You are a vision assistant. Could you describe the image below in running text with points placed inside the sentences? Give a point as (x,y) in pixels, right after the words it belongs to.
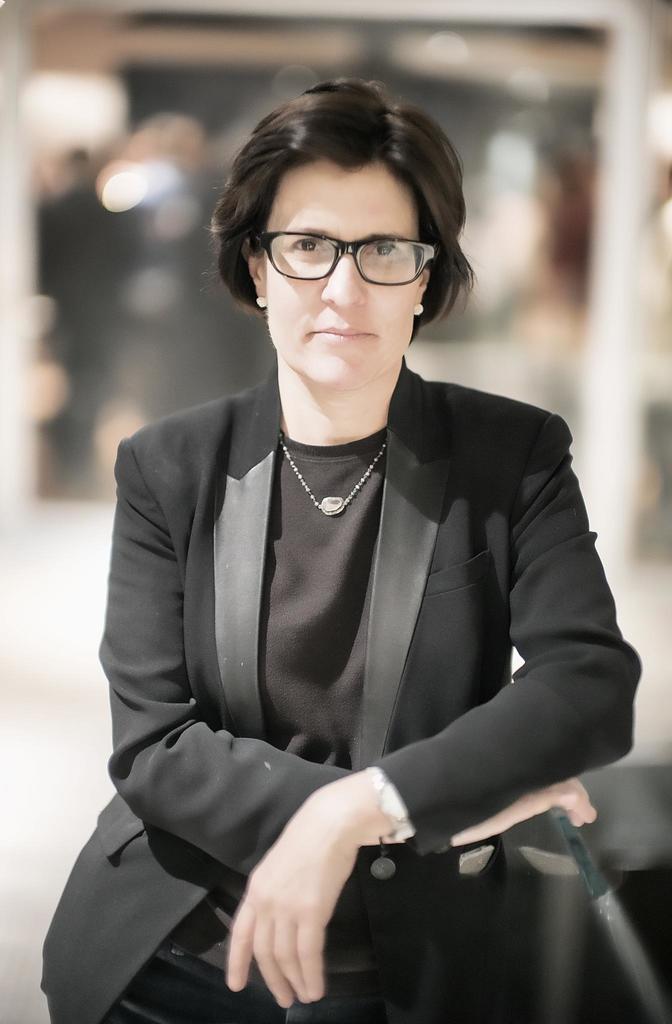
In the image there is a woman (315,752) standing and posing for the photo, she is wearing black dress (363,451) and the background of the woman (223,747) is blur.
